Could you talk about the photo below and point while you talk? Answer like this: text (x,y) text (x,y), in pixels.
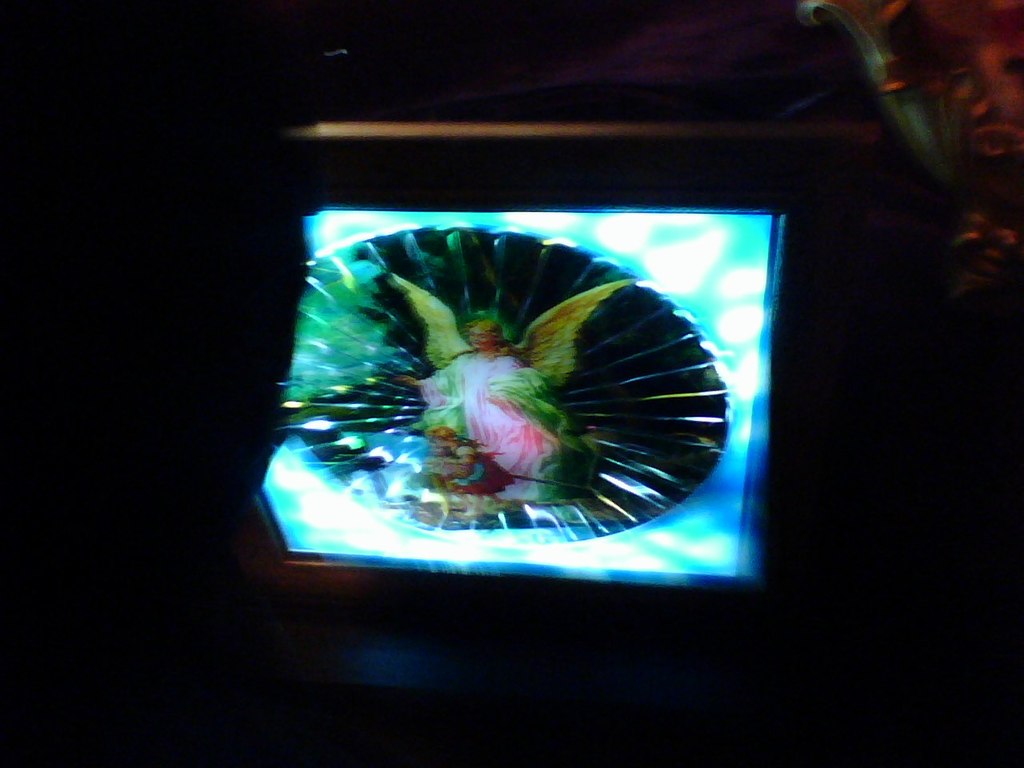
This picture is dark, we can see screen (671,226), in this screen (426,471) we can see a person (498,351) with wings (444,345).
